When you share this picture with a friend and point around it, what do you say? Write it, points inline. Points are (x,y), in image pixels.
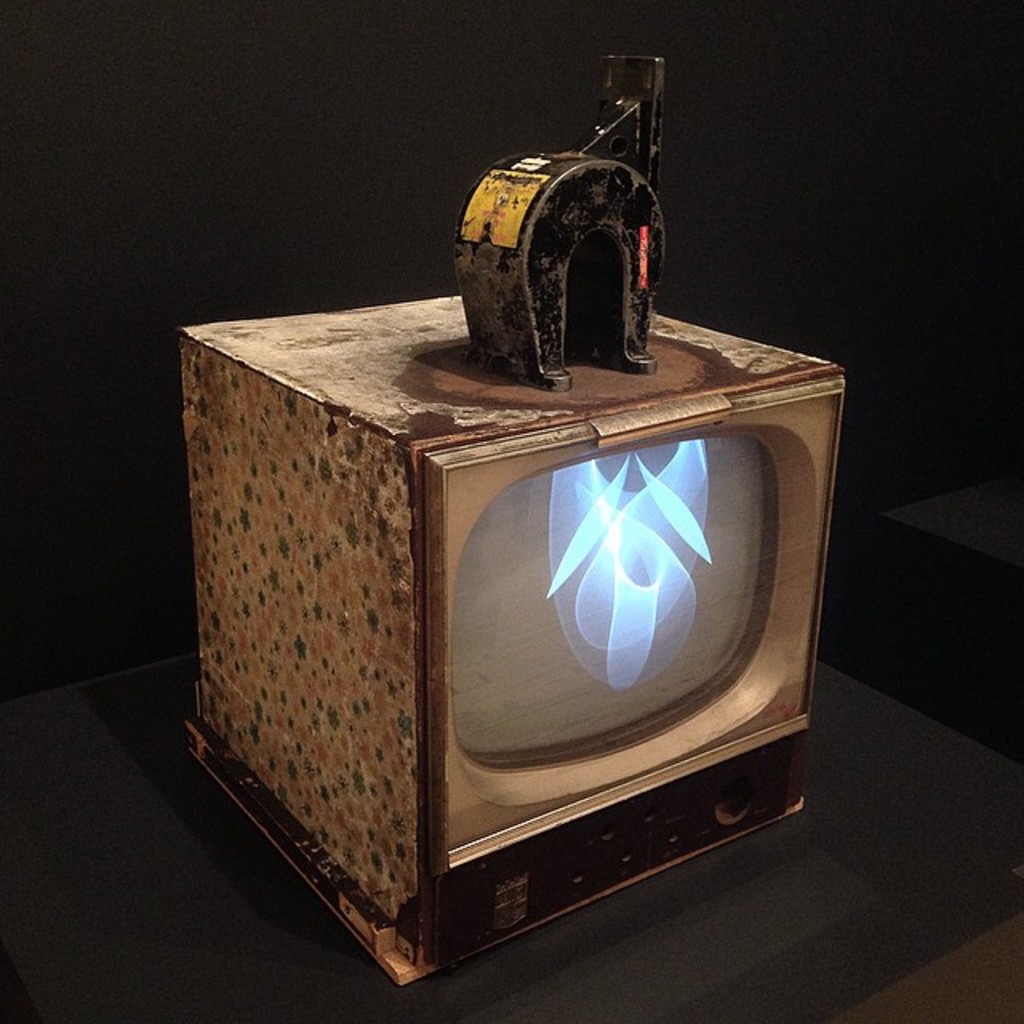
In this picture, it looks like an old television (432,577) and at the top of the television (494,414) there is an iron object (511,333). Behind the television (246,541), there is the dark background (195,149).
